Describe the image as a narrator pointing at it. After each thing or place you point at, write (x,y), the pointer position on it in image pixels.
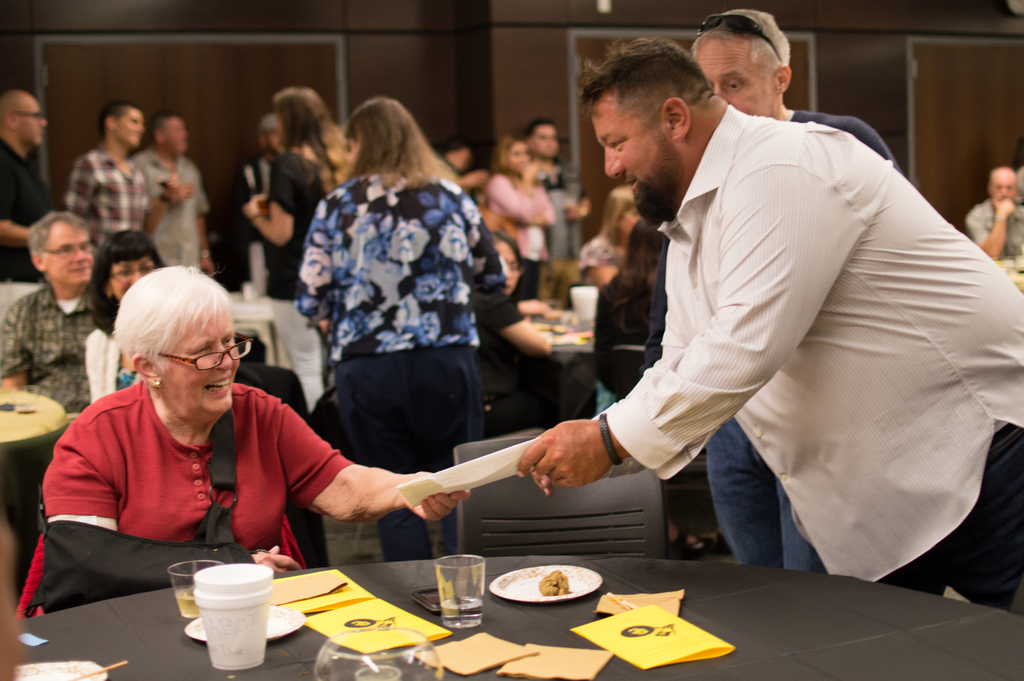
In this image, There is a table (759,604) which is in black color on that table (279,656) there are some glasses (266,634) and there are some plates (509,593) which are in white color, There are some papers (391,643) in yellow color, In the left side (189,460) there is a woman (177,471) sitting and she is receiving a paper (478,479) from a man (533,473) which is in white color, In the right side (884,350) there are some people (880,279) standing and in the background (54,240) there are some people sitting on the chairs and there is a brown color wall (237,61).
